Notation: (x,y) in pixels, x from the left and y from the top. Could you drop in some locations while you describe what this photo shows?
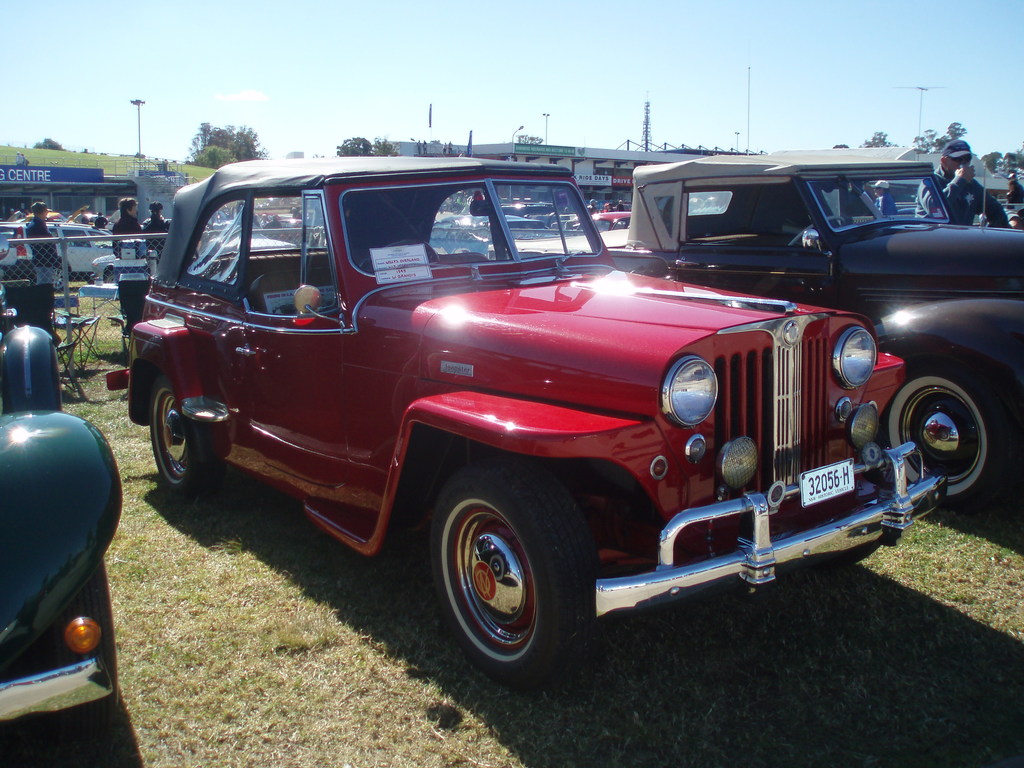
In this image we can see motor vehicles (346,433) on the ground (248,535), persons (126,217) standing on the ground (114,355), fence (62,270), buildings (441,152), name boards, towers (138,150), trees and sky (319,87).
